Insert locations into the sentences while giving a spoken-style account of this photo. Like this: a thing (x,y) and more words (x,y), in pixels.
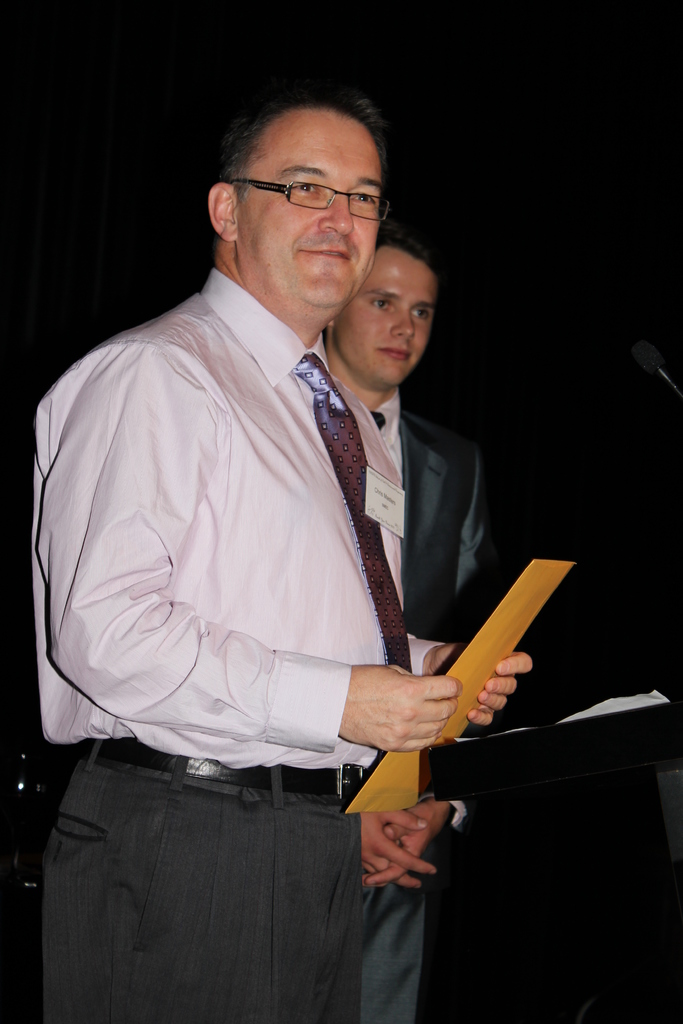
In this image we can see two persons (356,633), among them one person (287,230) is holding an object (413,754) and wearing the spectacles (331,195), also we can see a podium (514,768) and a mic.
